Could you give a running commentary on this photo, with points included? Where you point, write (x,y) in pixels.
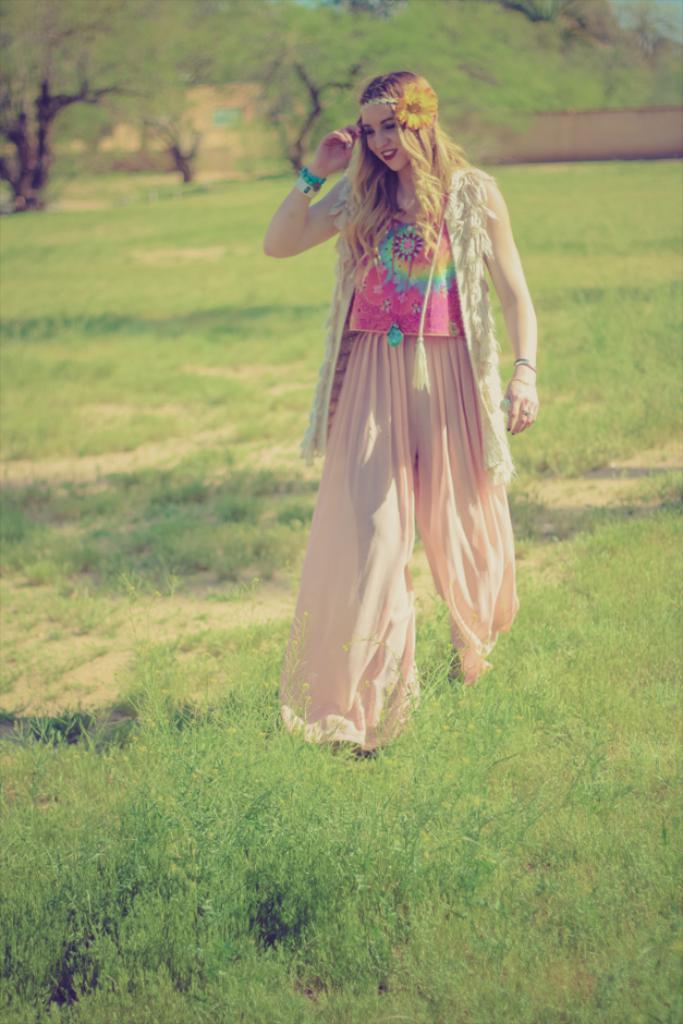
In this image we can see a woman (392,638) standing on the grass (292,802). In the background (261,167) we can see walls (579,126), sky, trees (257,66) and ground (261,591).
